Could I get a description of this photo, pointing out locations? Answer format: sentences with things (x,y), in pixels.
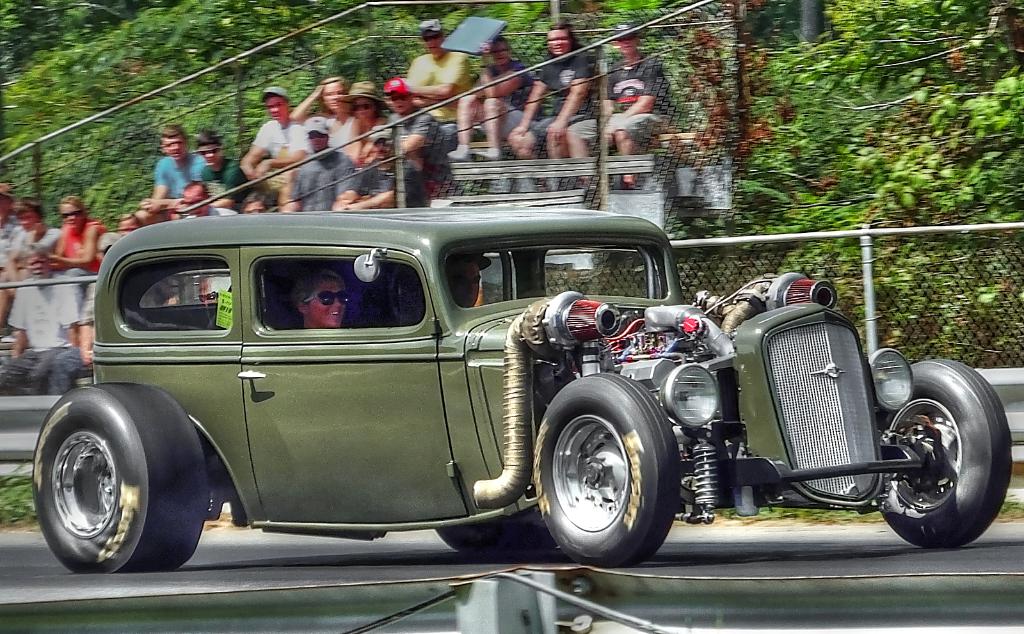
in the picture we can see a car (431,345) on the road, there are many persons (507,134) sitting on the staircase (531,179) back of the car (492,402).
